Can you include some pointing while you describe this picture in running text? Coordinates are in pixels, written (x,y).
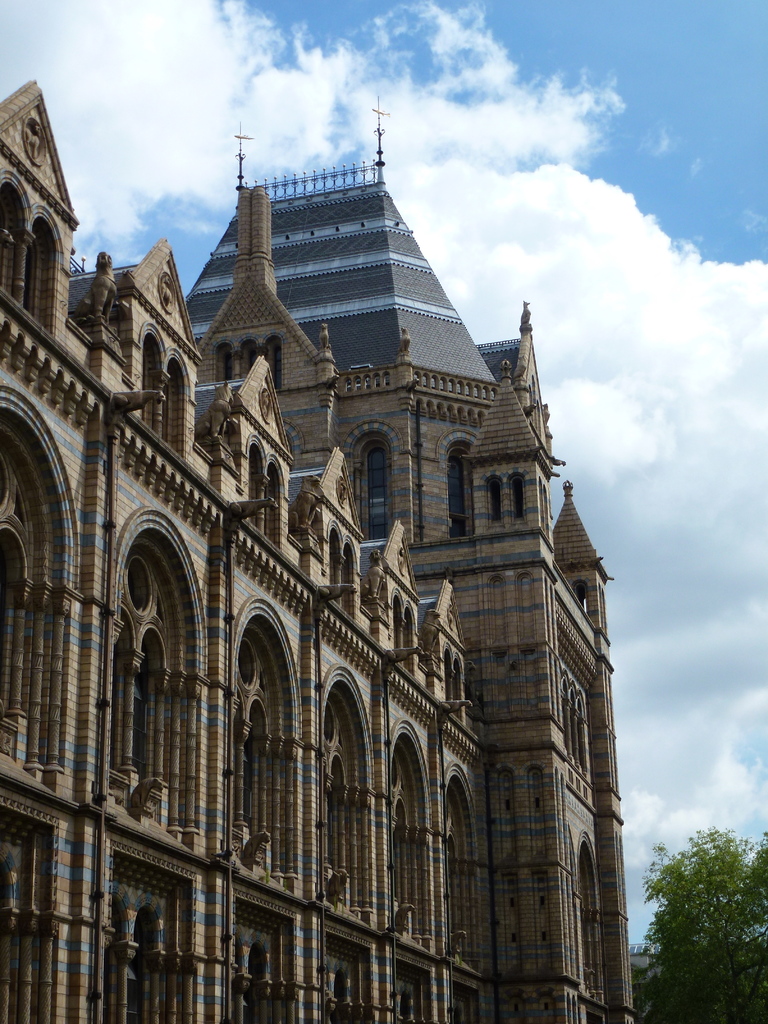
In this picture we can see a building (531,853), few trees (673,932) and clouds (629,257).
